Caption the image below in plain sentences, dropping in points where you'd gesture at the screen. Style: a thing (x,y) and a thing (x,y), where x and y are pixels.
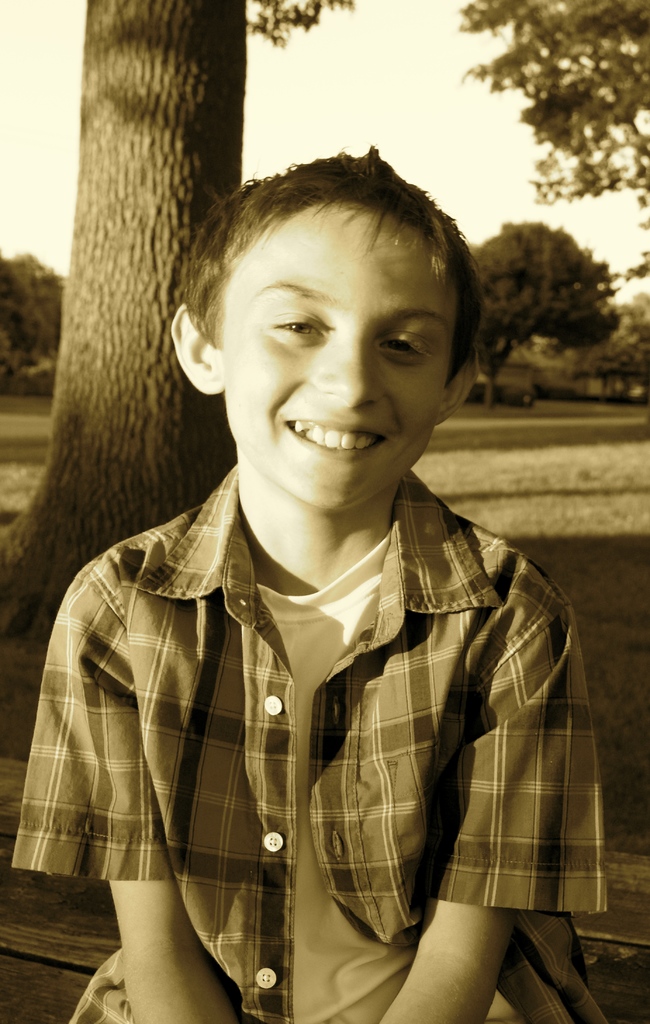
In the picture we can see a boy (464,971) sitting, he is with the shirt (498,694) on the T-shirt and he is smiling and behind him we can see a tree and far away from it we can see many trees (588,21) and sky (359,91).
